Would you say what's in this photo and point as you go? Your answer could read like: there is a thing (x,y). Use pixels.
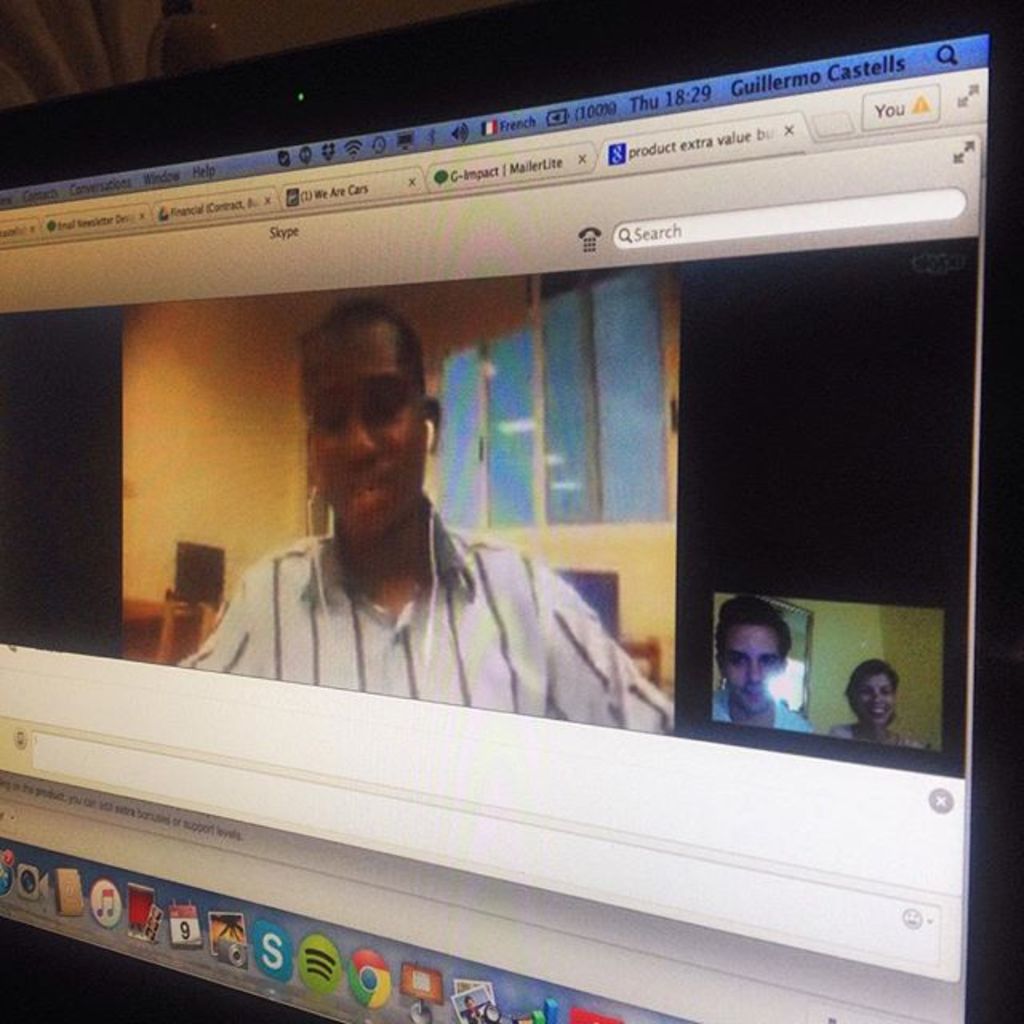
In the center of the image (462,397). There is a monitor screen (518,530) in which there are people (600,660) doing face time.
